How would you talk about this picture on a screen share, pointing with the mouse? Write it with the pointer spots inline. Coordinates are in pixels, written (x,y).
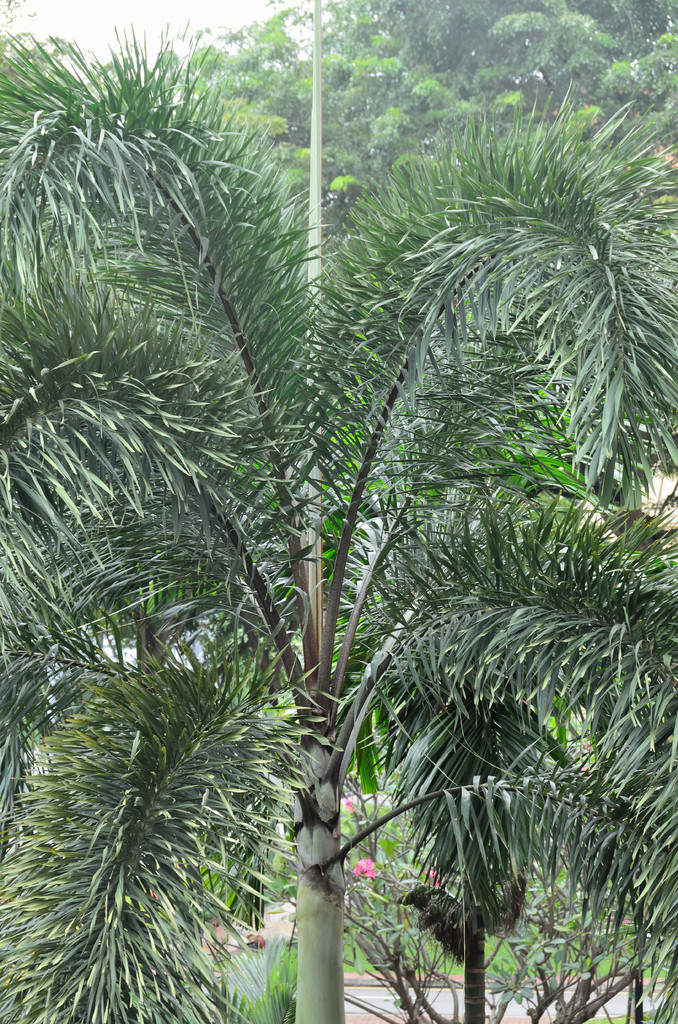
In this image I can see a tree (331,634) which is green in color. I can see few plants (395,872) and few flowers (370,875) which are pink in color. I can see few trees (328,90) and the sky (152,1) in the background (176,39).
